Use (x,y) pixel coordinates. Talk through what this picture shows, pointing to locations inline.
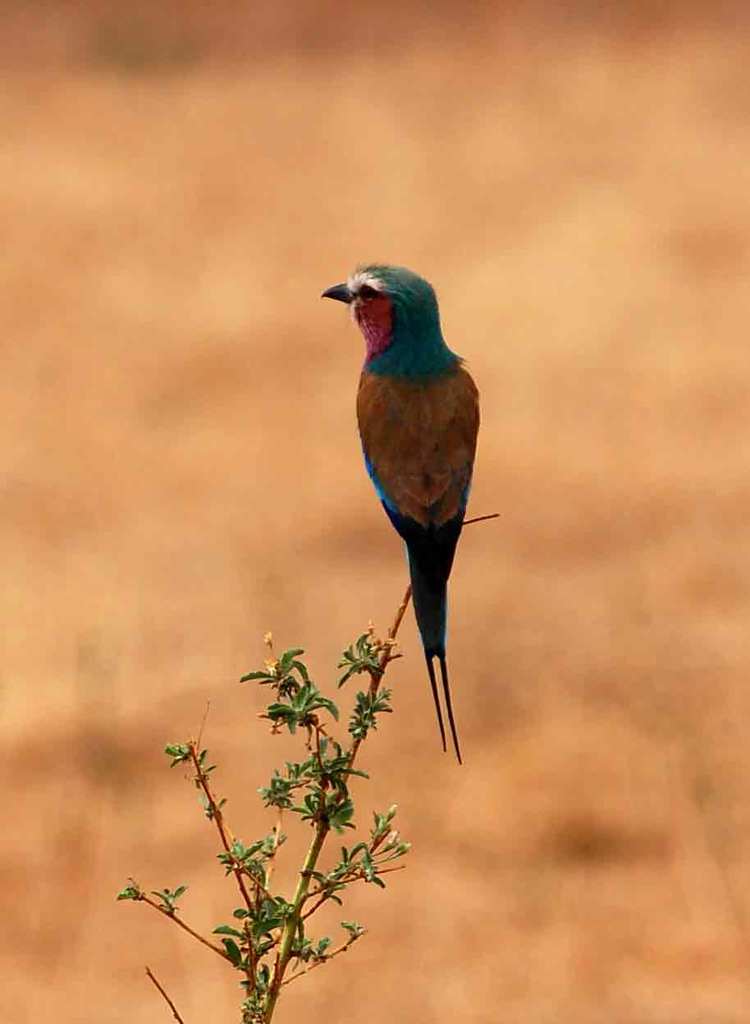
In the image we can see a bird (340,288), which is of white, light blue, pink, brown and dark blue in color and it is sitting on a plant (252,860).
